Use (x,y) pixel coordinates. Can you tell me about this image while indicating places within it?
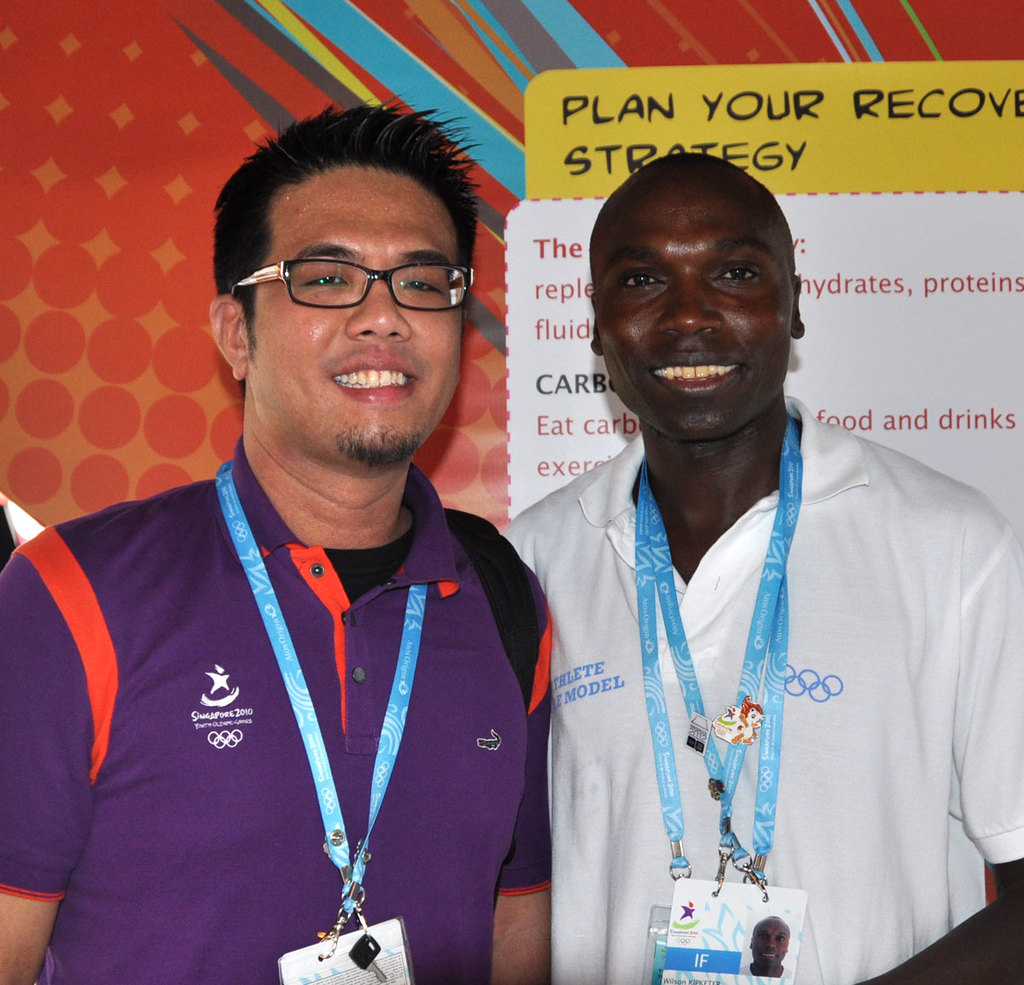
In this picture I can see couple of men (663,219) standing and they are wearing ID cards (335,956) and I can see a board (590,139) with some text (653,109) in the back (437,44).
